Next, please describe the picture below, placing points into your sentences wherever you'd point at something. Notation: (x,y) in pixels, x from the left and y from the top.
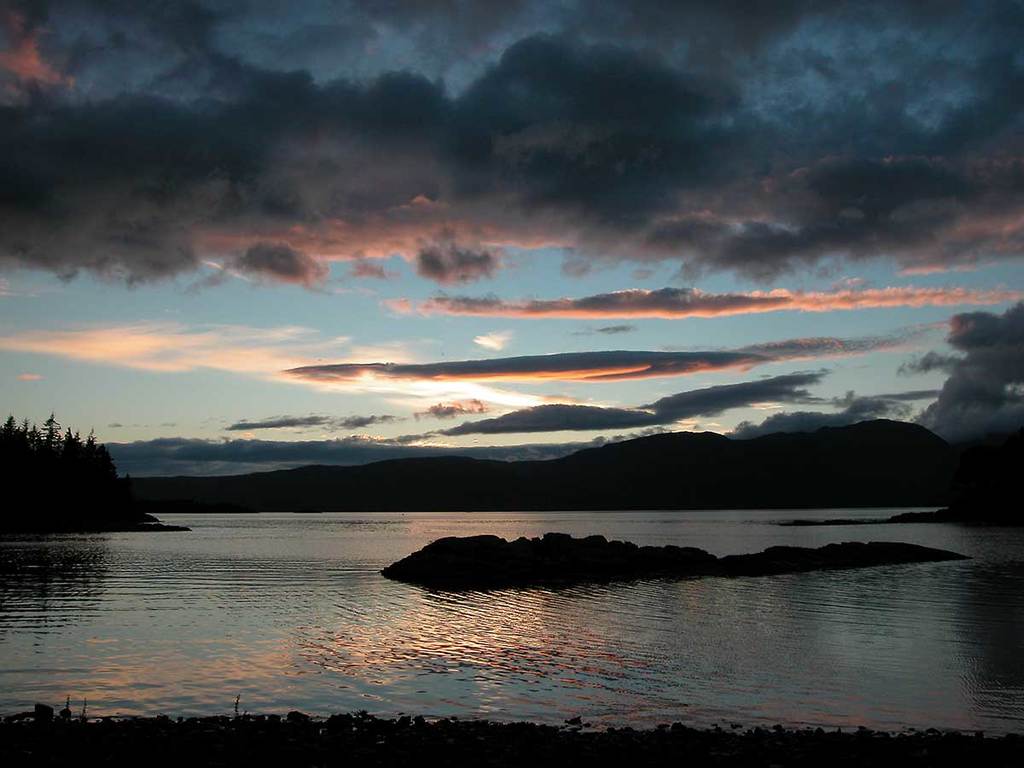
In this image there is water (384,596) at the bottom (387,596). In the middle (484,493) there are hills (484,471). At the top (355,243) there is the sky (436,269). On the left side (72,452) there are trees (108,452).
